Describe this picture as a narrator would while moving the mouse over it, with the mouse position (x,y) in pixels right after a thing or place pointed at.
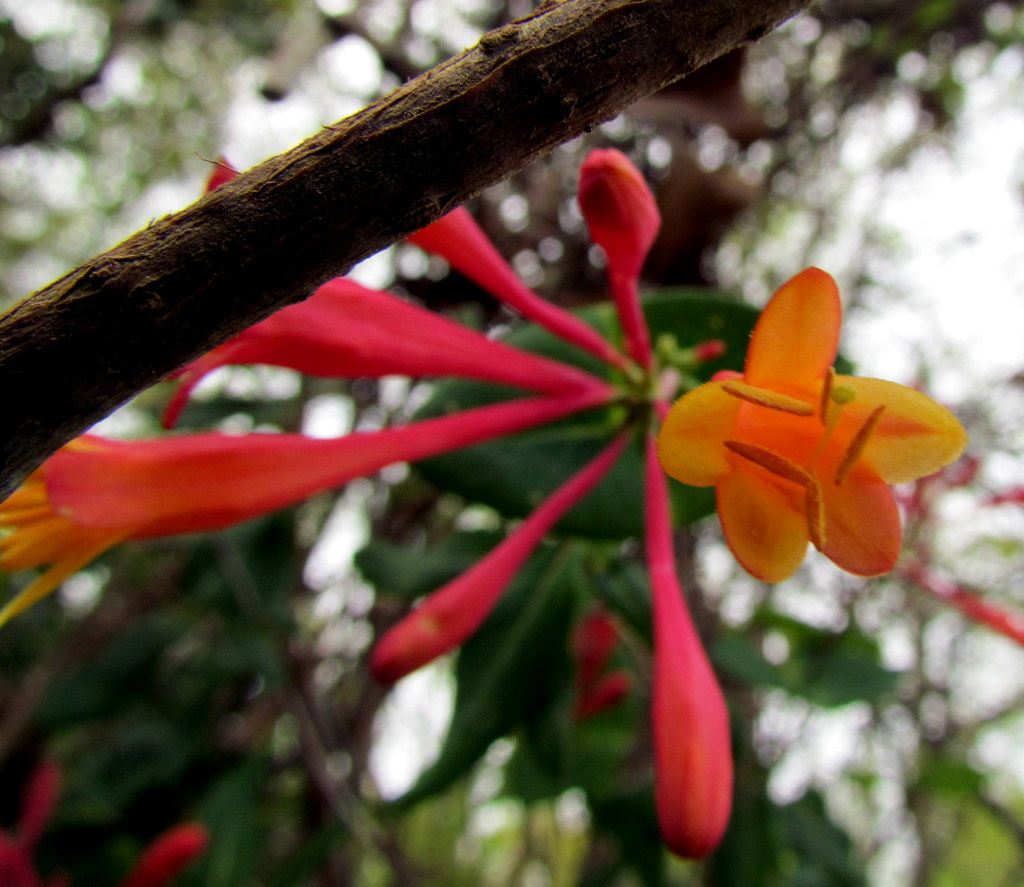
In this picture I can see flowers (861,430) in front (398,433) which are of red and orange in color and I see a branch (306,227). In the background (304,75) I see that it is totally blurred.
